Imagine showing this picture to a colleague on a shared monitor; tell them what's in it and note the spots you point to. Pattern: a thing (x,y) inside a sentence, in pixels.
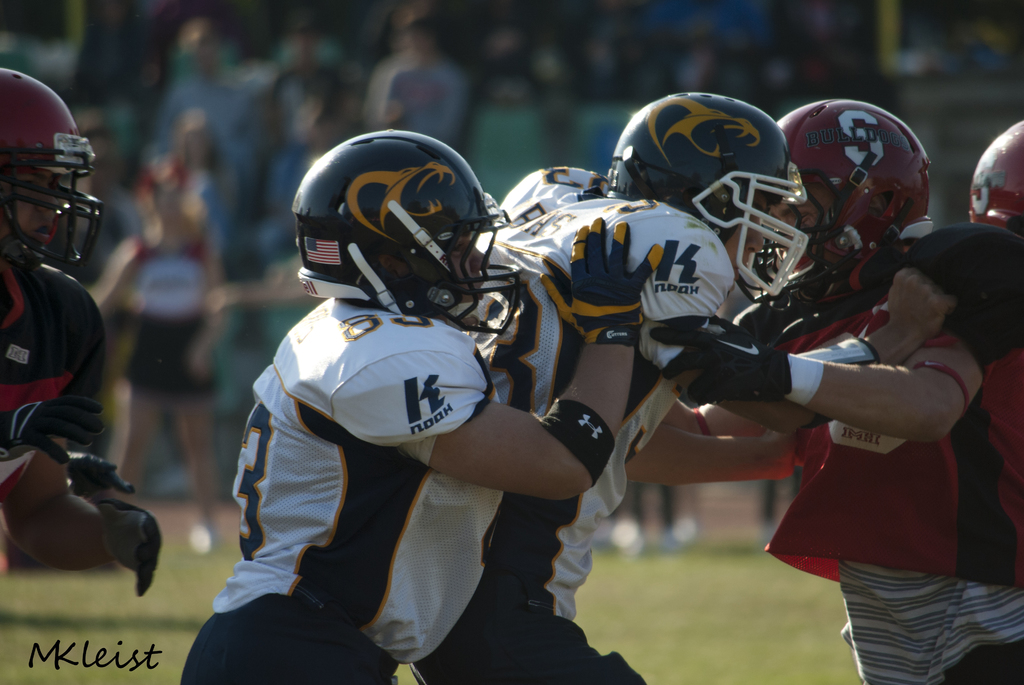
In this picture, we see the men (11,309) are wearing the red and white T-shirt (418,461) and they are wearing the helmet (27,133) which are in red and black color. They might be playing the football. At the bottom (717,619), we see the grass (781,640). On the left side (181,311), we see a cheer girl (159,176). In the background (273,147), we see the people (269,155) are sitting on the chairs (491,142). This picture might be clicked in the football stadium (711,74). This picture is blurred in the background (202,267).
